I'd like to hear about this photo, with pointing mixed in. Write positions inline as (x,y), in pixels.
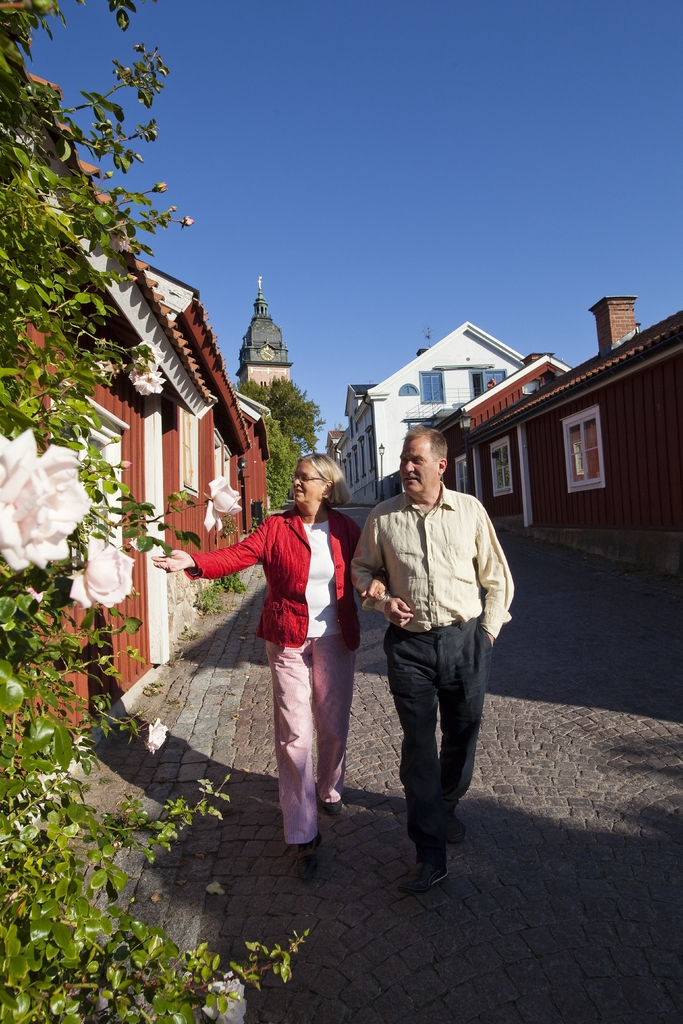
In front of the image there are two people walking on the road (583,911). On the left side of the image (76,351) there are plants (25,604) and flowers (1,484). In the background of the image (244,464) there are buildings (677,523), trees (281,476). At the top of the image (451,150) there is sky (451,150).
